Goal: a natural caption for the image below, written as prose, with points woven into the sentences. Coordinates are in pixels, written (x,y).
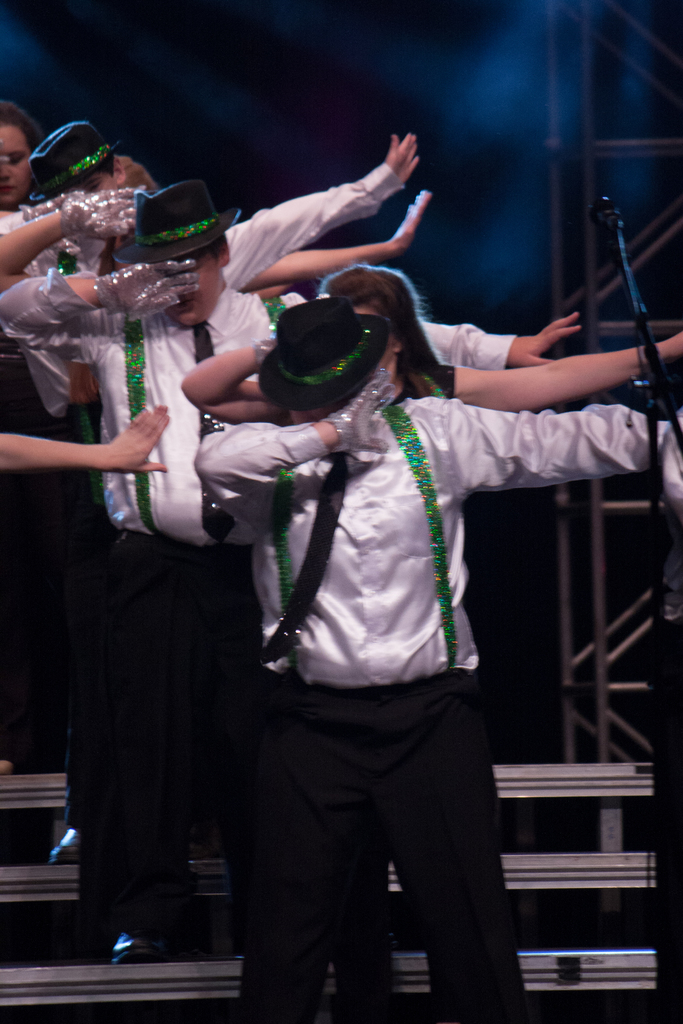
In this image in the center (289,538) there are a group of people (242,401) who are standing and they are dancing and some of them are wearing hats (274,376). At the bottom (56,874) there are some stairs (77,873), in the background (578,648) there is a wall (618,589) and tower (622,331) and one mike (646,382).
